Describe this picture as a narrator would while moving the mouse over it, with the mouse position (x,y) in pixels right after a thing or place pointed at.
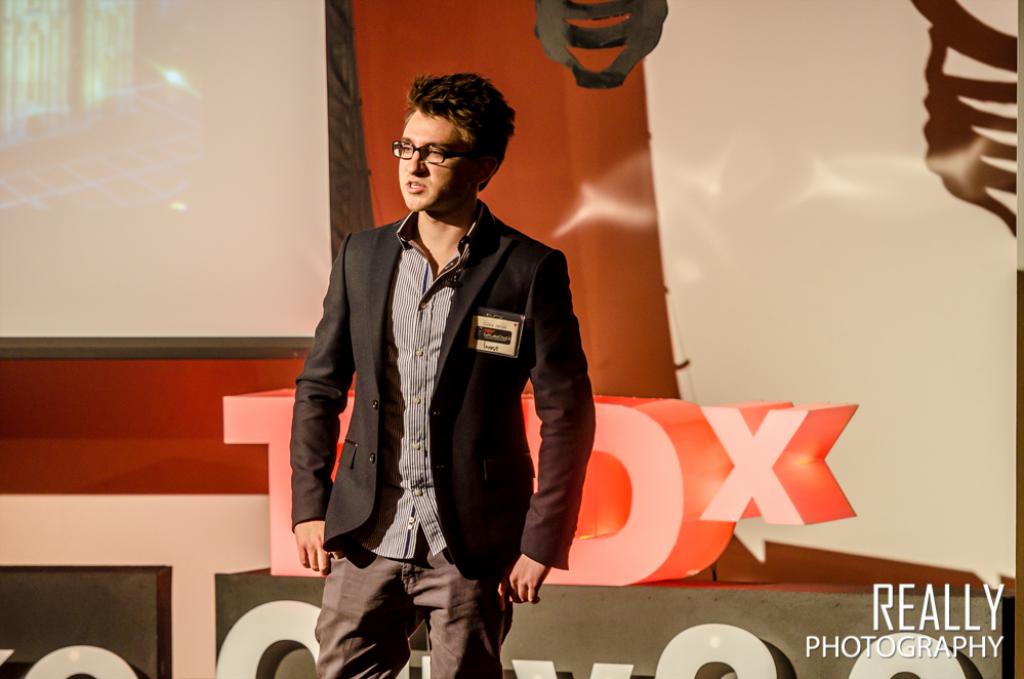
In this image there is a person (523,263) standing on the stage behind him there is a banner (606,674) with some text (520,674).
